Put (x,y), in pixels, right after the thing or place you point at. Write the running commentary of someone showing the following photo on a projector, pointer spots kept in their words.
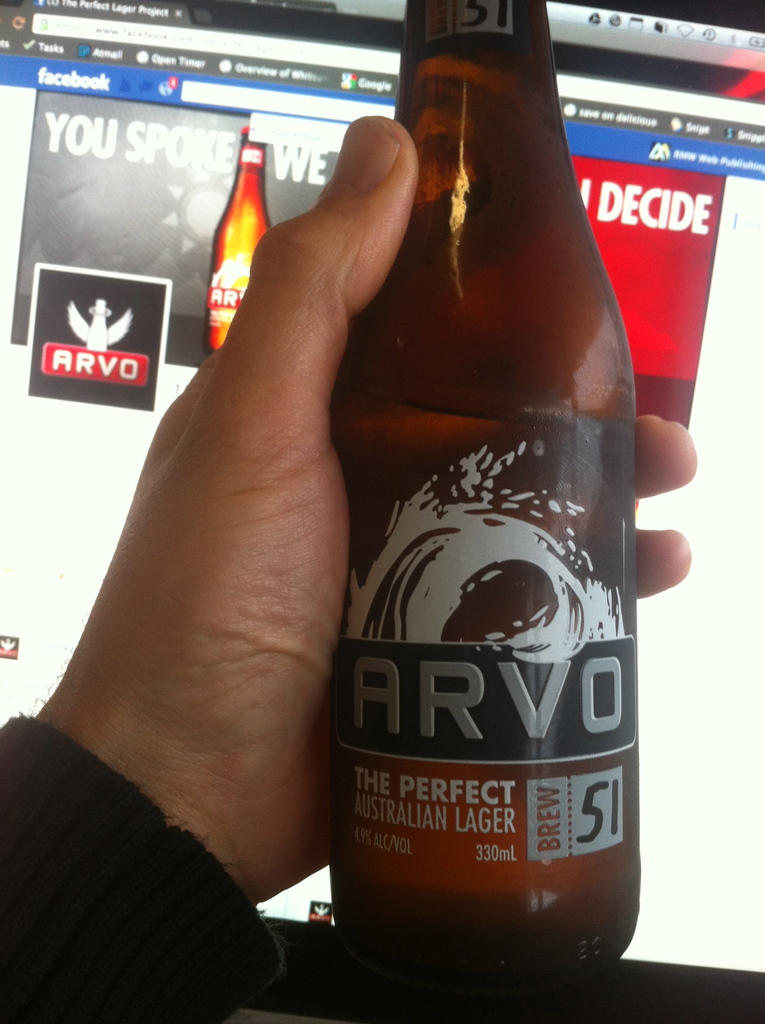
This is a picture, in this picture a person (264,683) is holding a bottle (481,526). Background of the bottle (391,563) is a screen (145,348).
